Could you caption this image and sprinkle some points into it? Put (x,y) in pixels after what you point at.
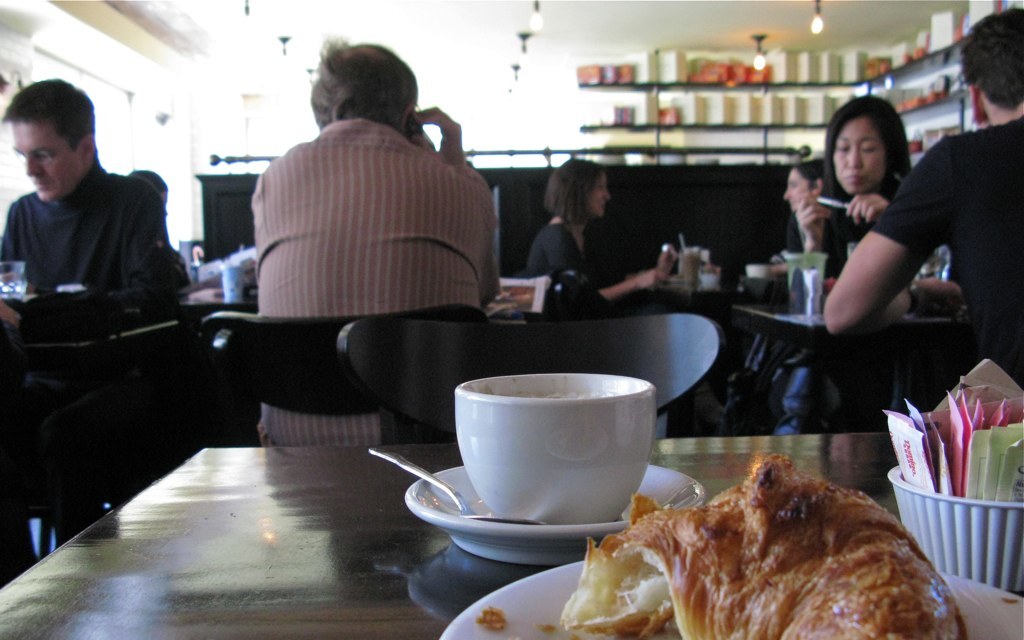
In this picture I can see there is a table (304,634) here and it has some food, a coffee mug (544,497), saucer (527,538) and there are some people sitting on the table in the backdrop (12,353). There is a wall (84,63) in the backdrop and there are lights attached to the ceiling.
